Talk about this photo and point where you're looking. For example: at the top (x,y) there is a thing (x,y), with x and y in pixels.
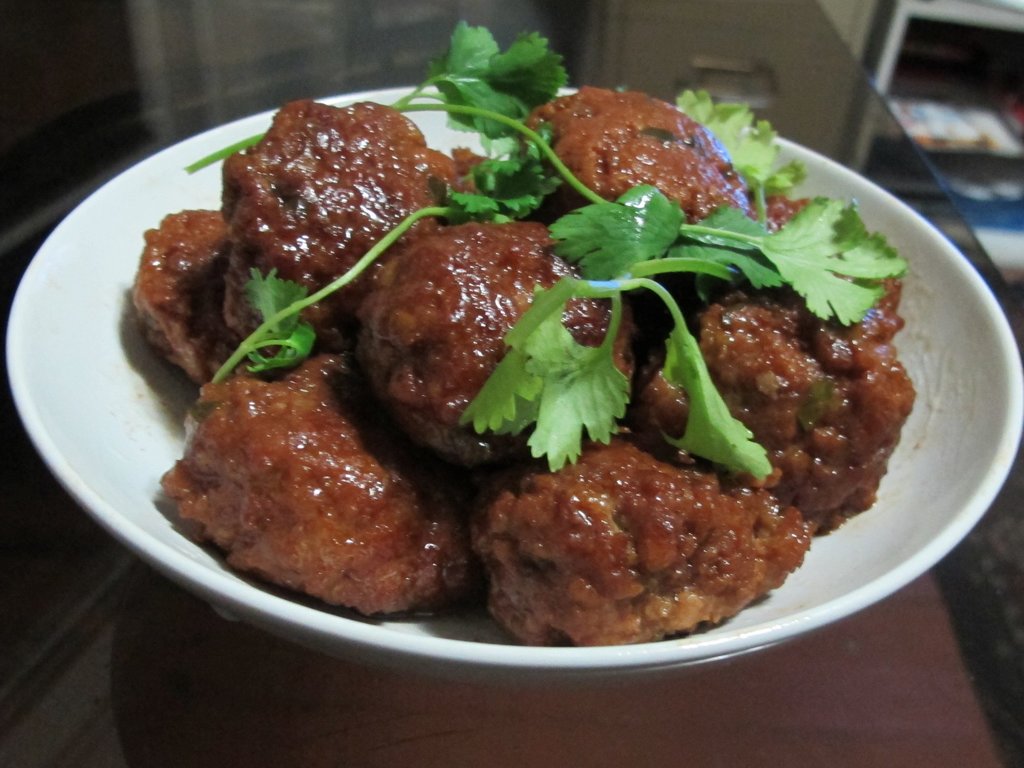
In this picture, we see a bowl (483,151) containing food (782,370) and coriander leaves (735,434) are placed on the glass table (331,762). In the right top (949,118), we see a rack (911,13) in which many books (975,111) are placed and it is blurred.
